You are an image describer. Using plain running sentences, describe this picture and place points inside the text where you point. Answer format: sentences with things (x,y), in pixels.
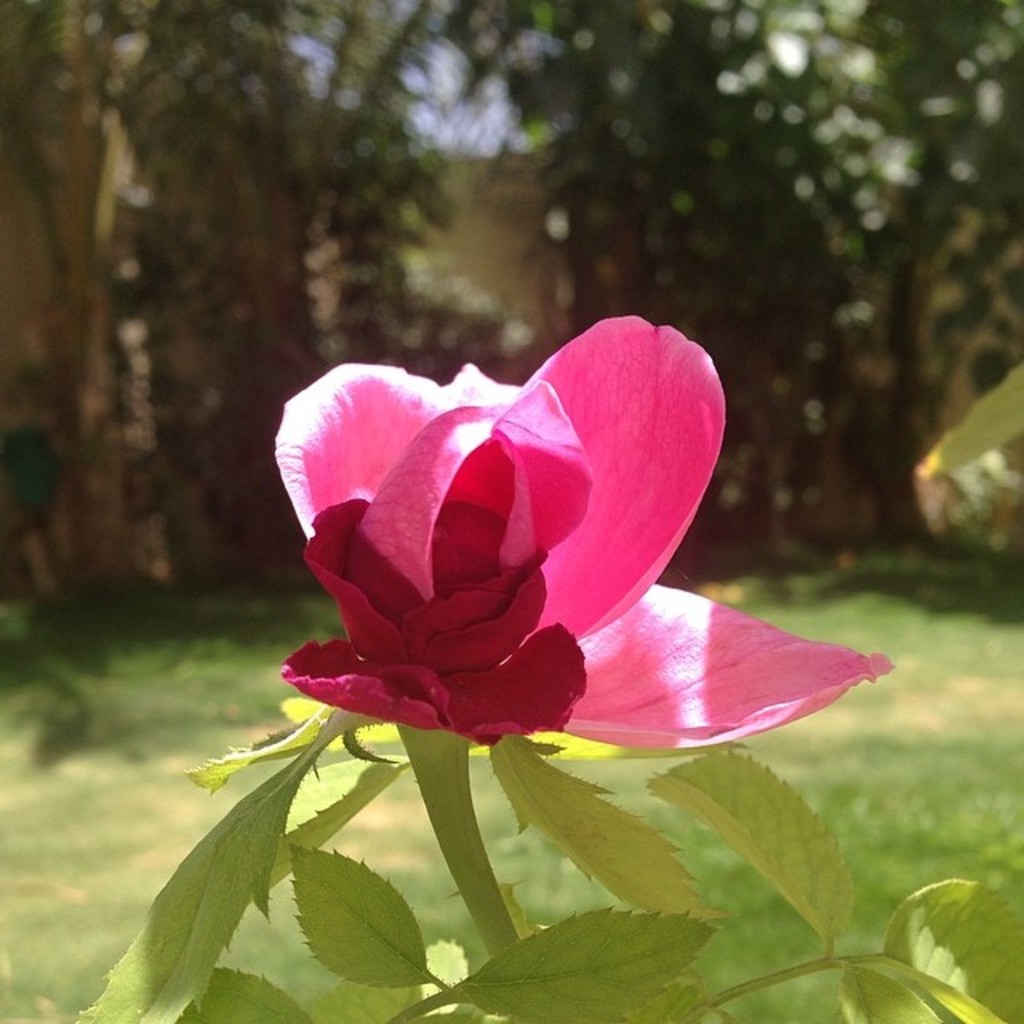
In the foreground of the picture (746,846) there are leaves (199,915) and rose flower (538,540). In the background (390,274) there are trees (720,253) and grass (897,674) and it is not clear.
